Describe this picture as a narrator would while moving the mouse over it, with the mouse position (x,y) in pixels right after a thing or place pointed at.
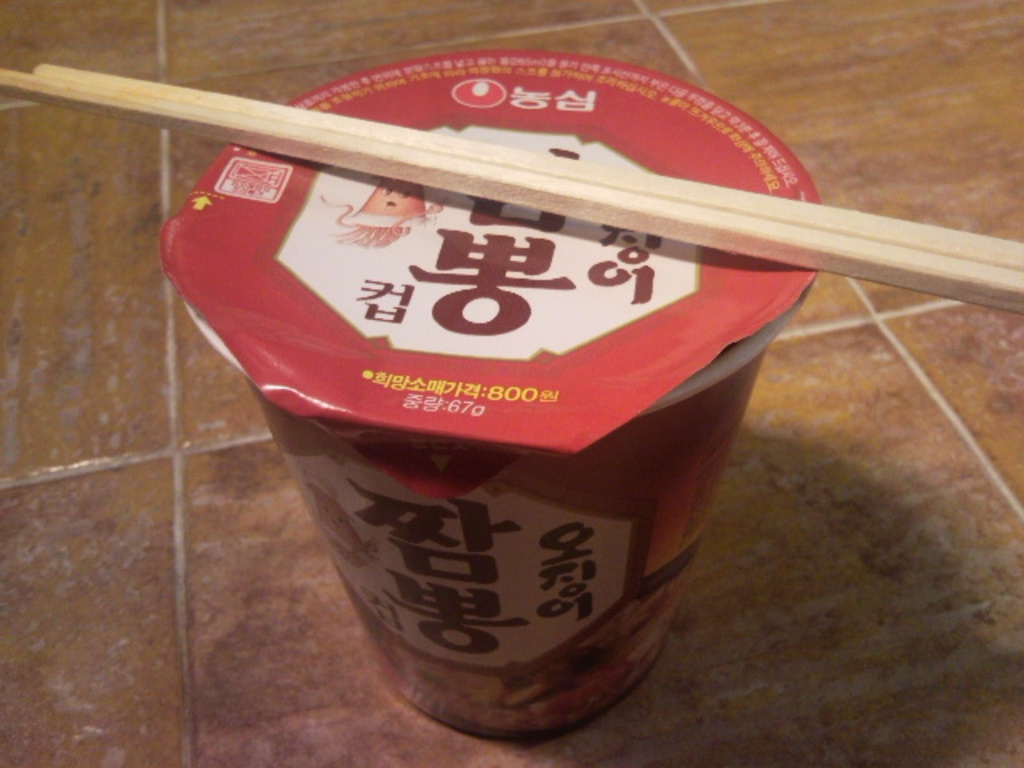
This image consist of Cup (478,379) with cap (519,303) and two sticks (113,96). This looks like instant noodles (527,376) and those are called chopsticks (864,269). The box (472,330) is in red color and something is written in Korean language.
